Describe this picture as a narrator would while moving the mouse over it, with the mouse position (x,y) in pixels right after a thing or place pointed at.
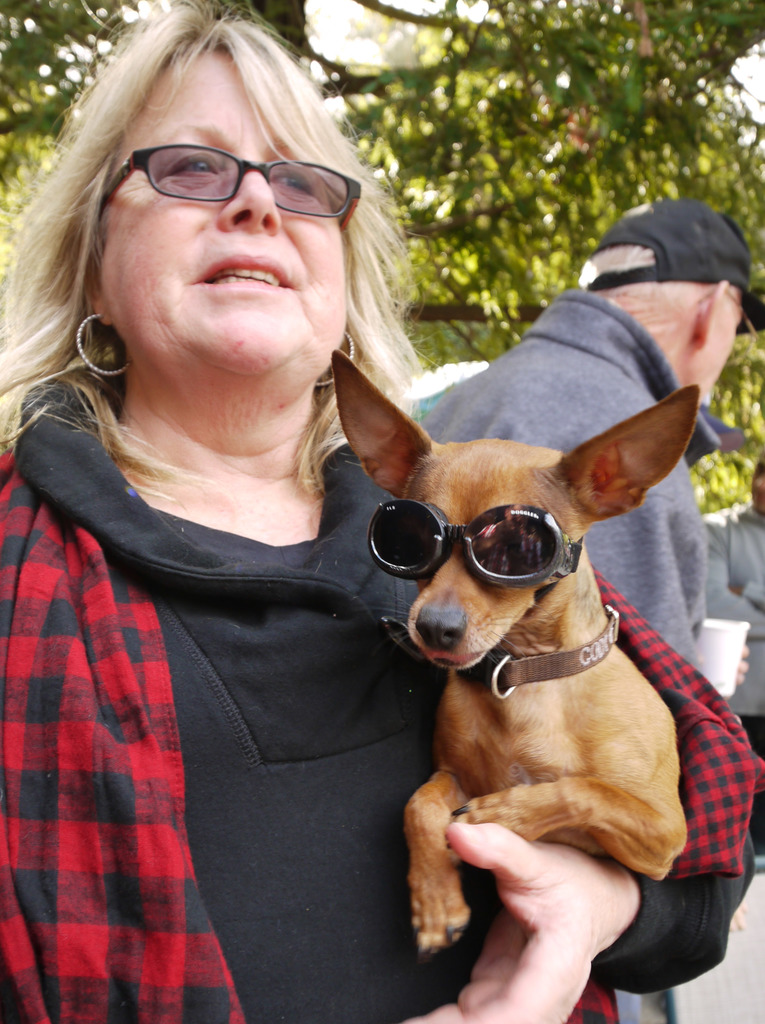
In this image there is a man (475,385) and woman (281,136). Woman (72,358) who is wearing a spectacles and red color jacket (141,768) holding a puppy (512,653) which has collar (523,679) and black color goggles (526,584) and at the right side of the image (675,219) the man (707,237) holding a coffee glass (727,621) wearing a black color cap (687,250) and at the top of the image (589,111) there are trees (541,108).
